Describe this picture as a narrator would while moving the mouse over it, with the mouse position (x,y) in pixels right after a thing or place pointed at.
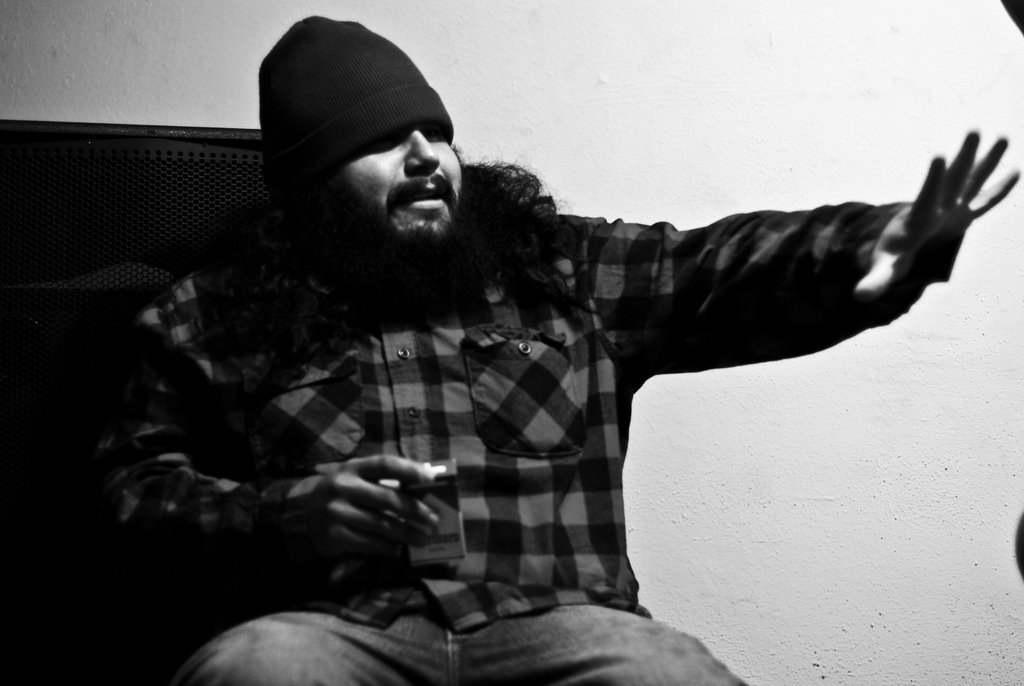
In the image a man (162,335) is sitting on a couch (150,611) and holding a cigarette packet (454,484). Behind him there is a wall (628,95).
